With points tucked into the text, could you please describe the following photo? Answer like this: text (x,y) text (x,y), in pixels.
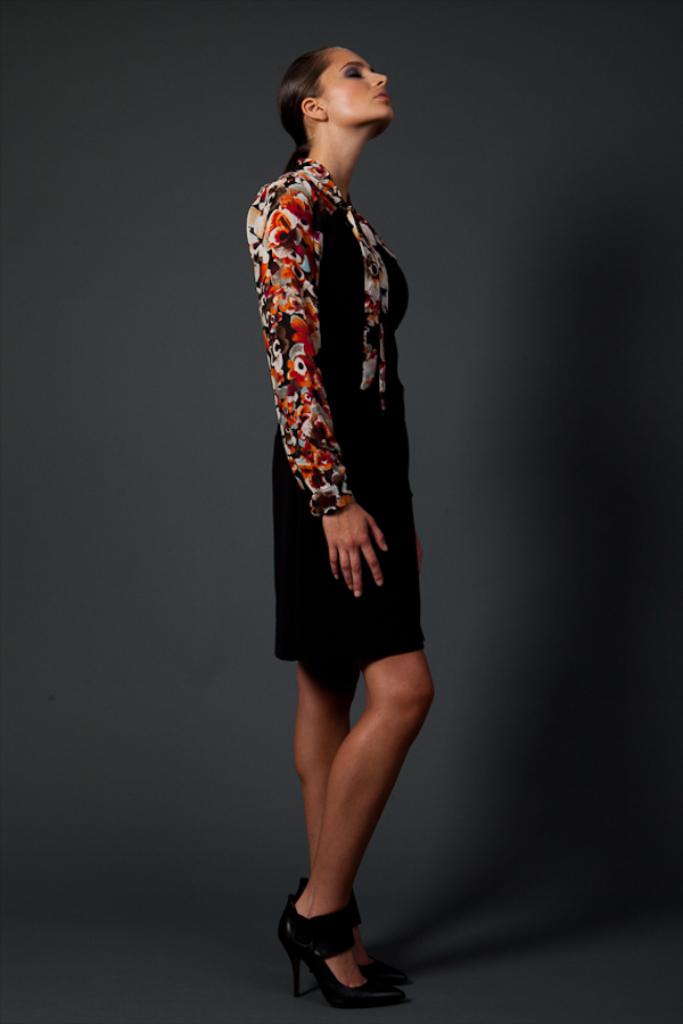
This image consists of a woman (380,521) wearing a black dress (397,634). The background (19,32) is gray in color.
